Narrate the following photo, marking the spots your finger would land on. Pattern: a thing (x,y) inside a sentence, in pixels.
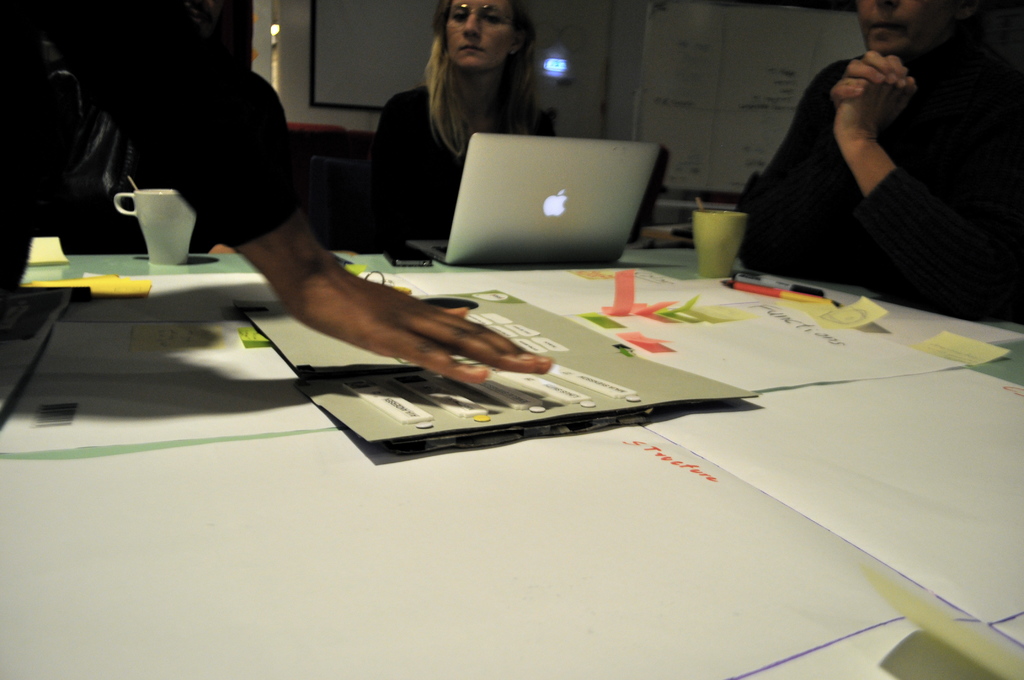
In this image I can see the people (822,196) sitting in front of the table (670,410). On the table (475,298) there is a paper (596,454), laptop (552,174) and the cup (697,245). In the background (745,114) there is a board (692,86).
